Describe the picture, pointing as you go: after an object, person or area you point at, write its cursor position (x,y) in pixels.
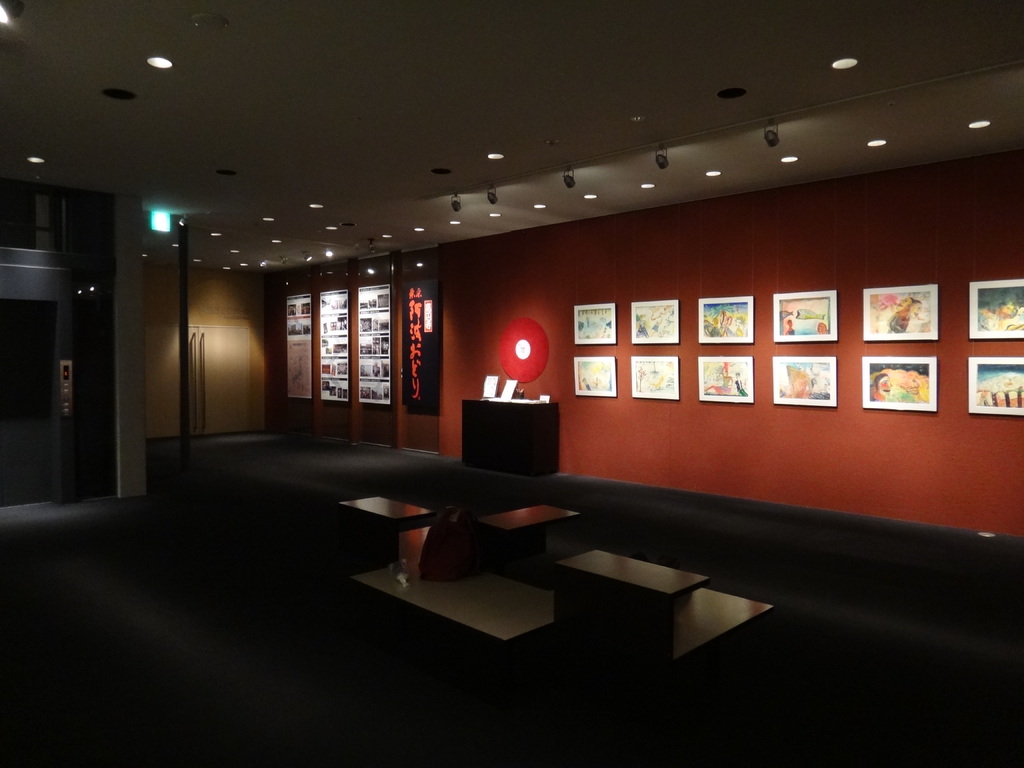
In this image we can see a wall (611,426) and photo frames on it, beside here is the table (524,408) and papers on it, there is the rack (333,416) and some objects (327,336) in it, at above, there are ceiling lights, there is the table (484,570) and a bag (464,548) on it, there it is dark.
